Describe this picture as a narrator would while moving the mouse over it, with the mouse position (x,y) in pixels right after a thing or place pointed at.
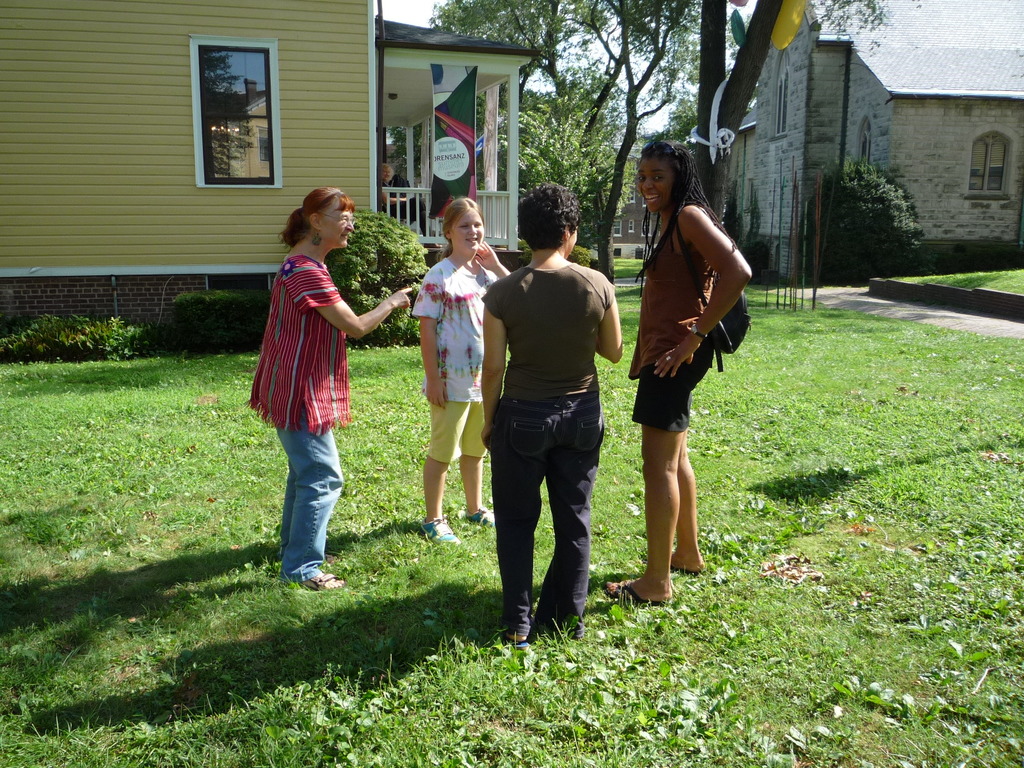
In this picture I can observe four women (445,374) standing on the ground (228,431). There is some grass (366,611) on the ground (492,597). In the background (485,163) I can observe houses (819,151) and trees (591,102).
